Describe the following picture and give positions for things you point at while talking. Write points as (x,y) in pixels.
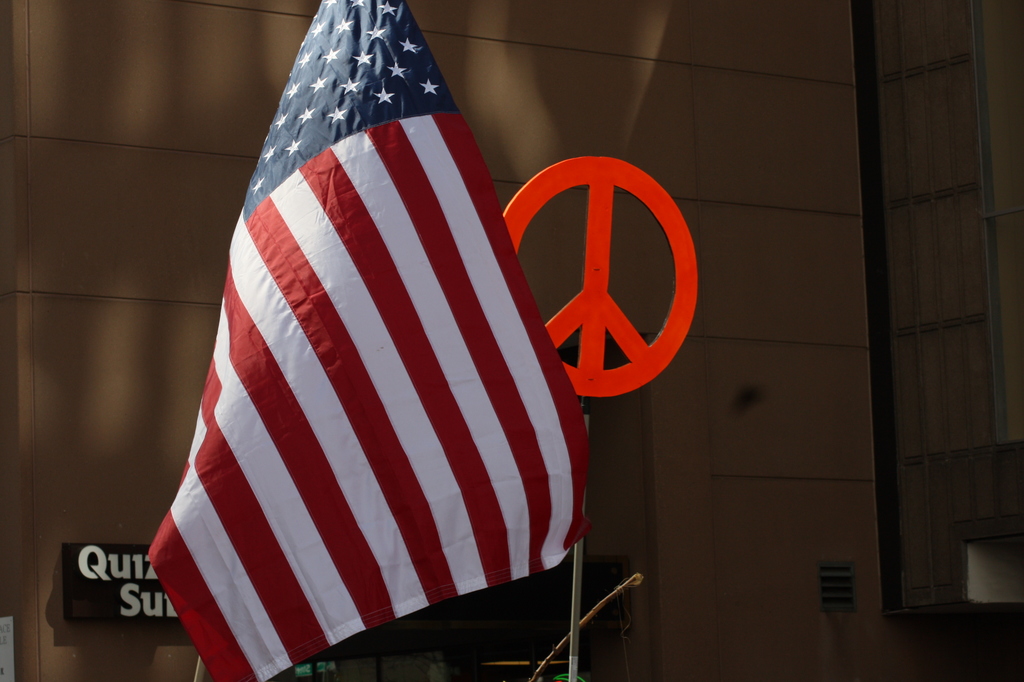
In this image I see a flag (473,247) over here which is of white, red and blue in color and I see the stars (383,38) over here and I see a logo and I see words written over here and I see the wall (749,354) which is of brown in color.
